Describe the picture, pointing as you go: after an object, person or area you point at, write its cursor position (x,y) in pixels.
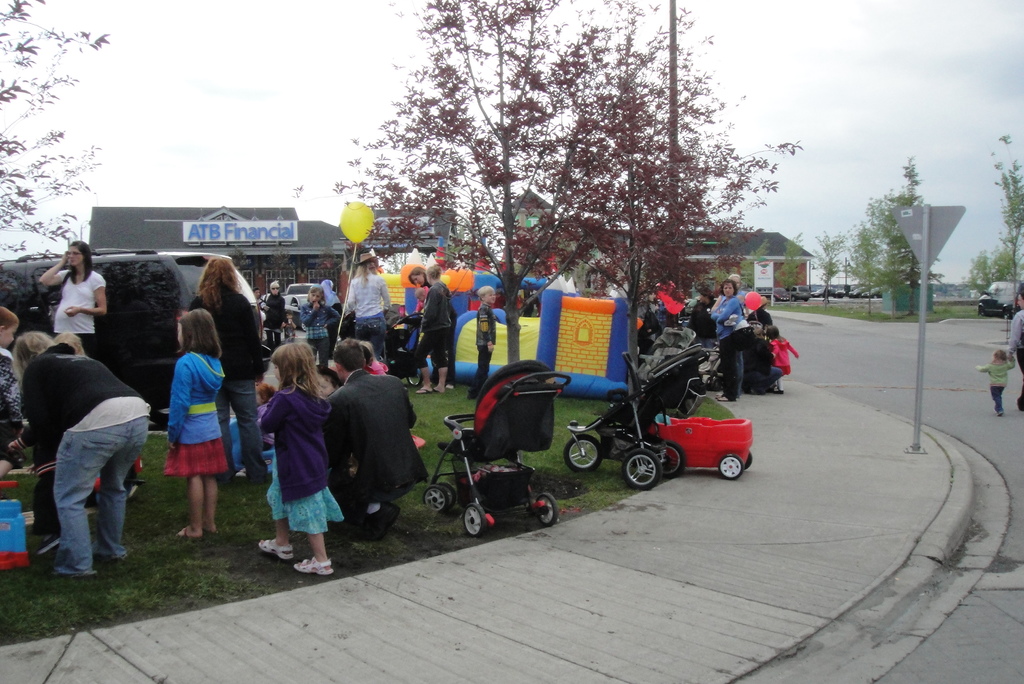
There are groups of people (317,317) standing. I can see the strollers (669,382). This looks like a board (936,214), which is attached to a pole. I can see the balloons (349,235), which are yellow and red in color. These are the trees (629,138). I can see the buildings (530,228). This looks like a name board (282,234), which is at the top of the building (258,251). There is a car (141,315), which is black in color. This is the grass (185,574). I can see a pathway (780,500). In the background (804,294), I can see the cars (839,294), which are parked. On the right side of the image (1019,327), I can see a person (1012,343) and a kid (1003,376) walking on the road (882,353).
